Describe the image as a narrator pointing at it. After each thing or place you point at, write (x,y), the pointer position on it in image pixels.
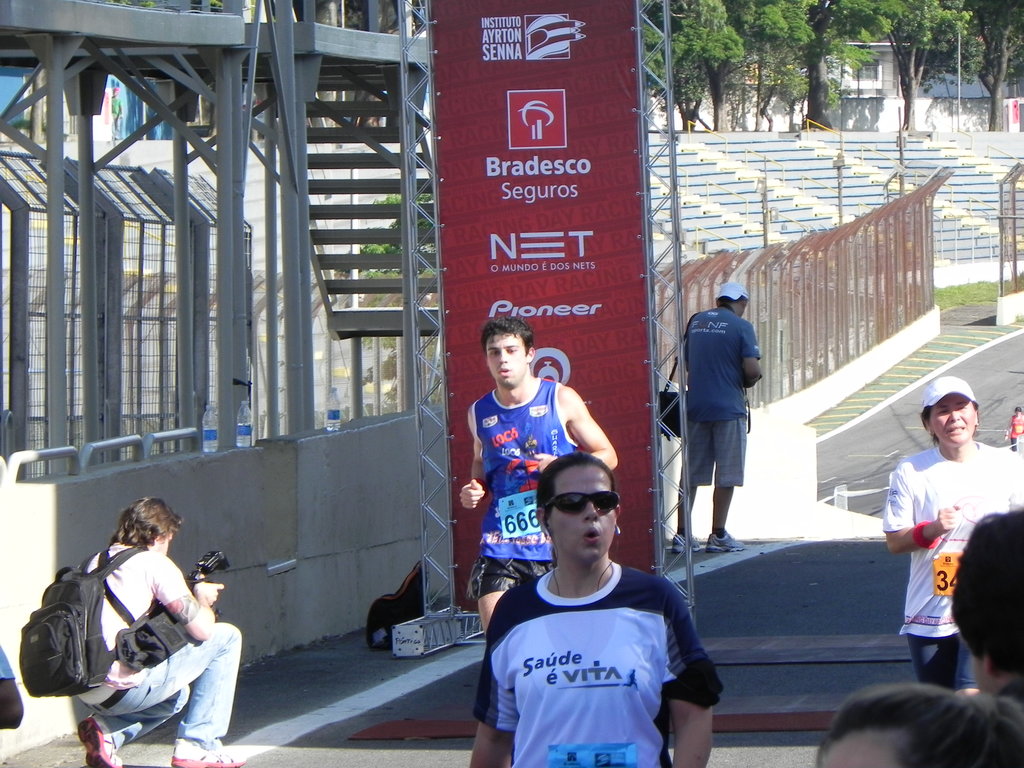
In this image few persons (939,521) are running on the road (457,756), a man (164,667) is taking pictures, in front of the man (173,599) there is a hoarding (565,286), behind the hoarding (595,366) a man (733,445) is standing, beside that man (739,299) there is a fencing (796,264), in the background (684,26) there are trees (804,48).
